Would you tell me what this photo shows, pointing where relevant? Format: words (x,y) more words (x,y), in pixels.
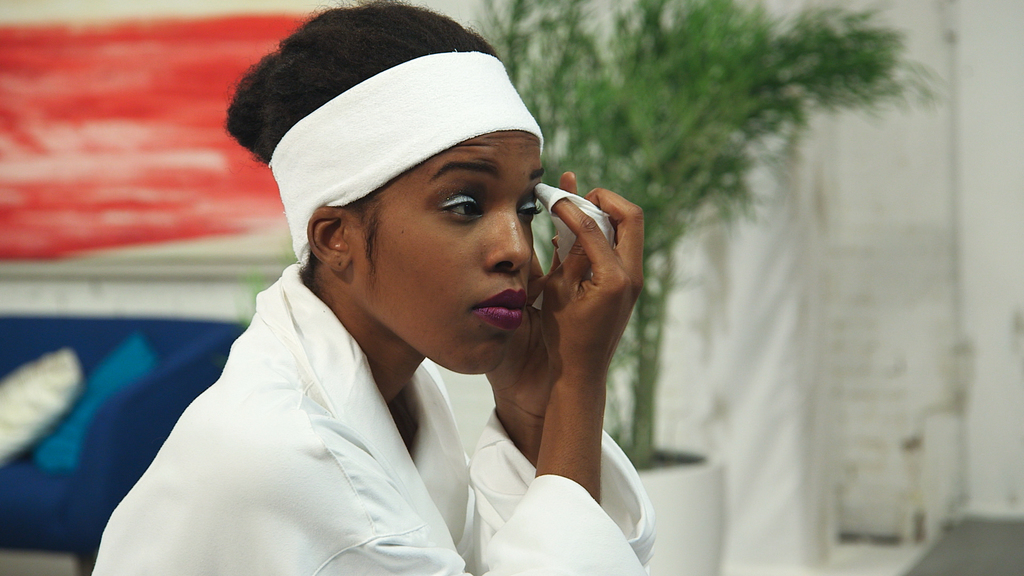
In the picture we can see a woman (467,573) sitting and doing her makeup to her eyes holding a white colored cloth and she is in a white dress (565,557) and white color band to her head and beside her we can see a part of the sofa (4,531) which is blue in color with two pillows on it and besides we can see a house plant (707,138).
